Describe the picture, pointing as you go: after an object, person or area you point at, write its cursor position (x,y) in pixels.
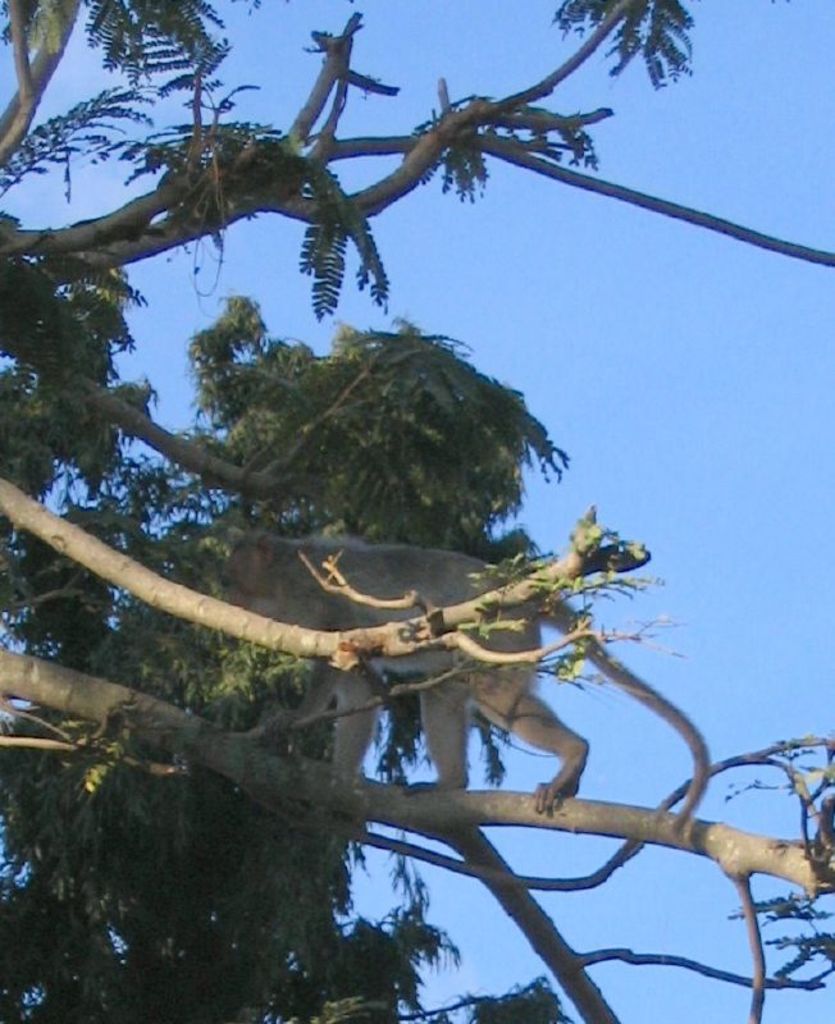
In this picture we can see monkey (371,581), branches (817,885) and green leaves (221,564). In the background of the image (737,477) we can see the sky (732,460) in blue color.
